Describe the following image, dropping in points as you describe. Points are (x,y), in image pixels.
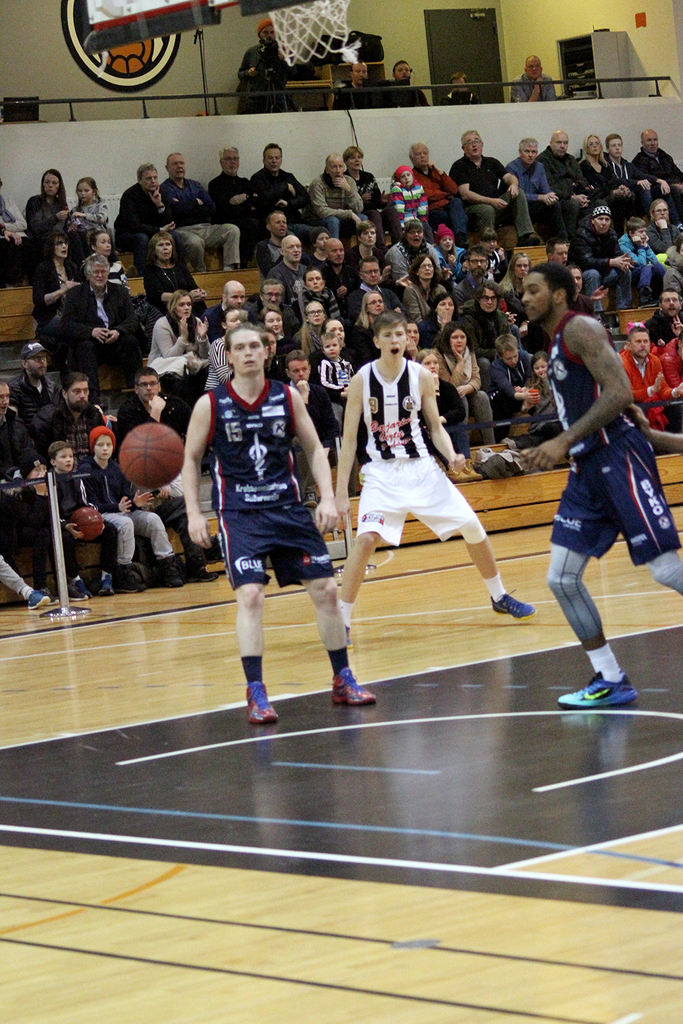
In the center of the image (252,423), we can see people (416,402) wearing sports dress (401,450) and in the background (198,228), there are many people (482,243) sitting on the stairs (97,568) and we can see a ball (136,472). At the top (193,14), there is a hoop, railings (419,88), a door (451,29) and some other objects (77,31). At the bottom (219,830), there is a floor (247,864).
